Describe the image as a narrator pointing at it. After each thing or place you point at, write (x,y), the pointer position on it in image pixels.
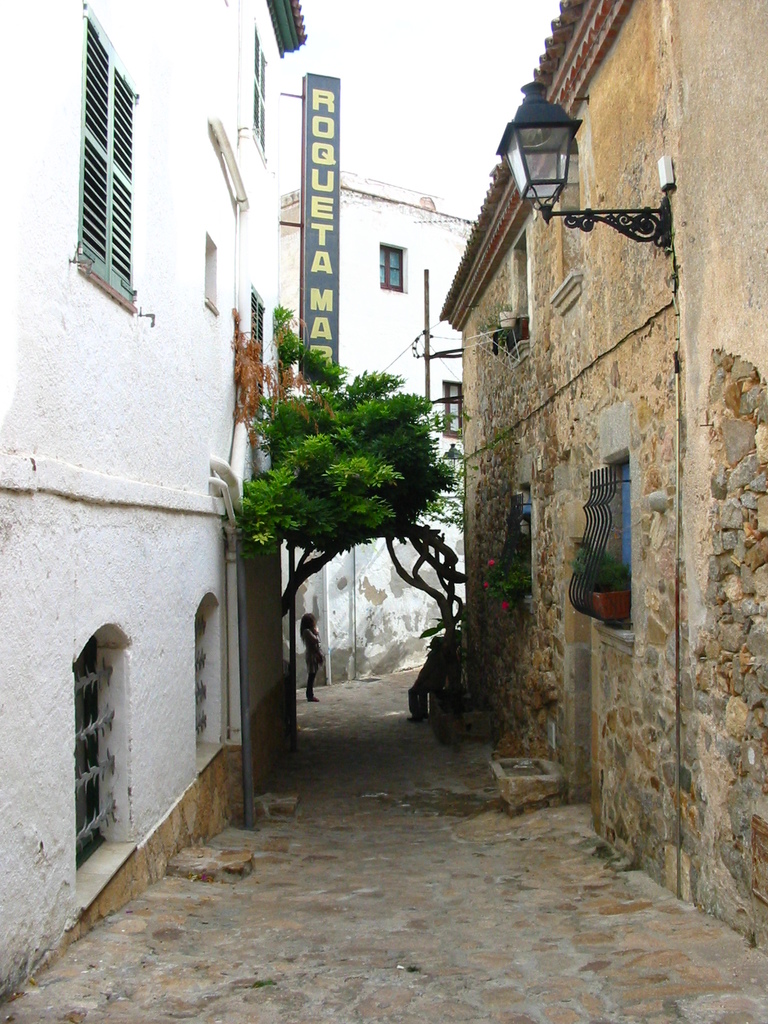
In this image we can see a road (336,834). On the side of the road (409,951) there are buildings (370,348) with windows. Also we can see a tree (407,524) and a person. On the wall (581,266) there is a lamp (552,155). And there is a board (313,240) with a text (313,309).
